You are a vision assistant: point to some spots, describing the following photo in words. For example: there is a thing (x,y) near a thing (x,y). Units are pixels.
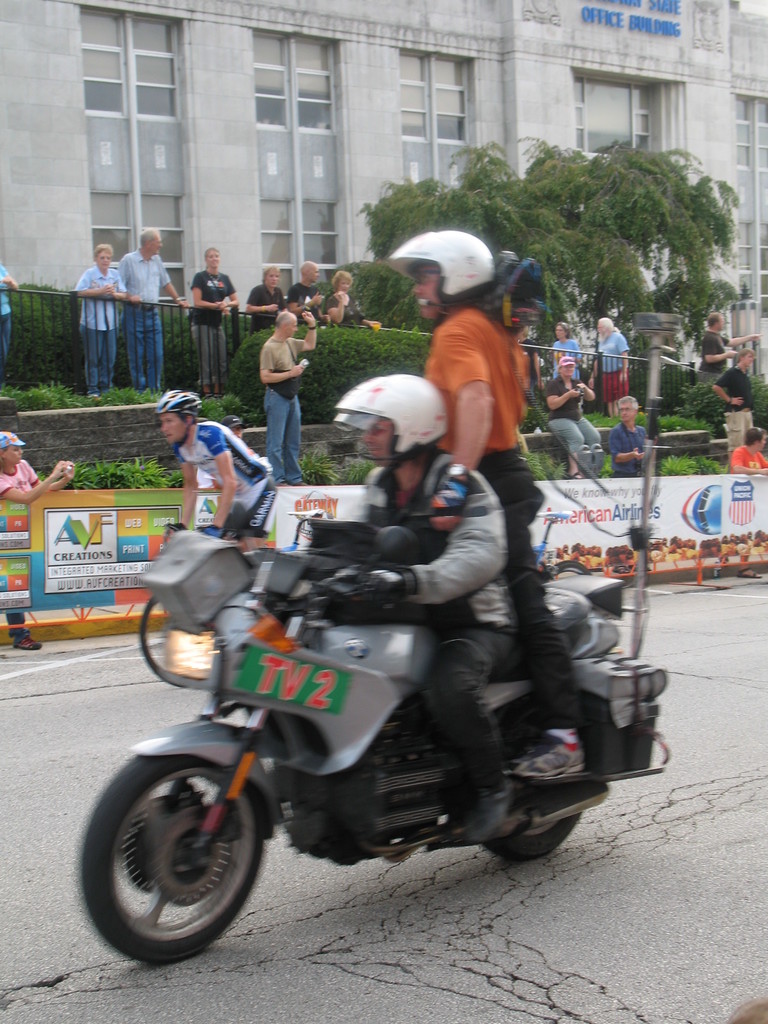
In the center of the image (335,409) there are people (508,541) riding a bike (281,688) wearing a helmet (428,424). In the background of the image (5,433) there are people (266,412). There is a building (272,36) with windows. There is tree (635,201). There is a fencing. At the bottom of the image (557,886) there is a road (407,906).
